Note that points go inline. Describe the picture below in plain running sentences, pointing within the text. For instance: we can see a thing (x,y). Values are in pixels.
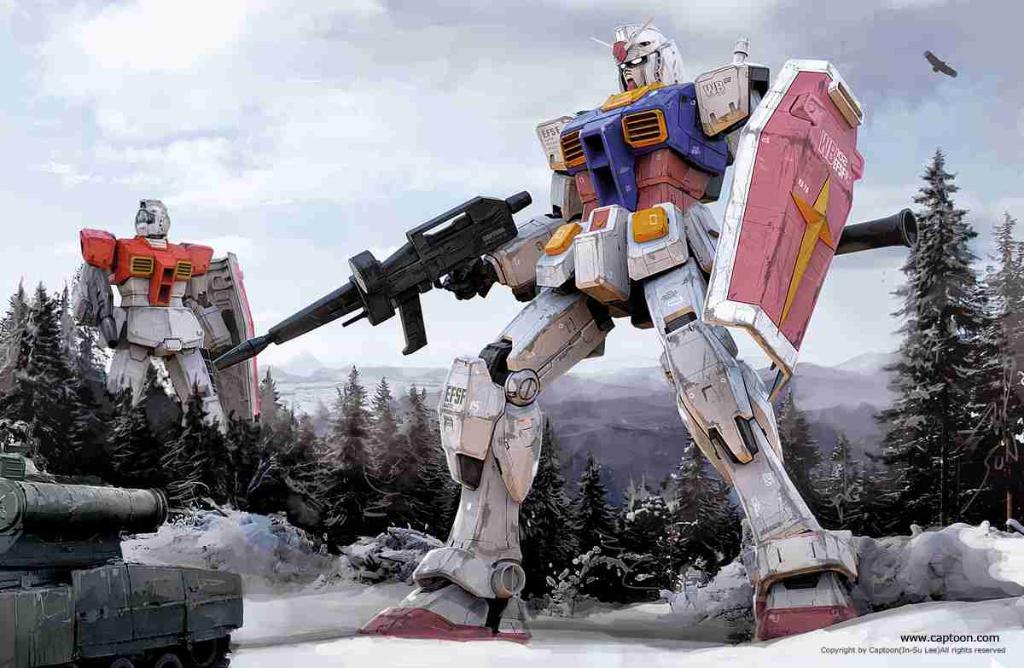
In this image we can see two robotic toys (587,281). Bottom left of the image (91,592) tank (91,594) is there. Behind the tank (92,546) trees (336,461) are present. The sky (343,156) is covered with clouds (291,104).
